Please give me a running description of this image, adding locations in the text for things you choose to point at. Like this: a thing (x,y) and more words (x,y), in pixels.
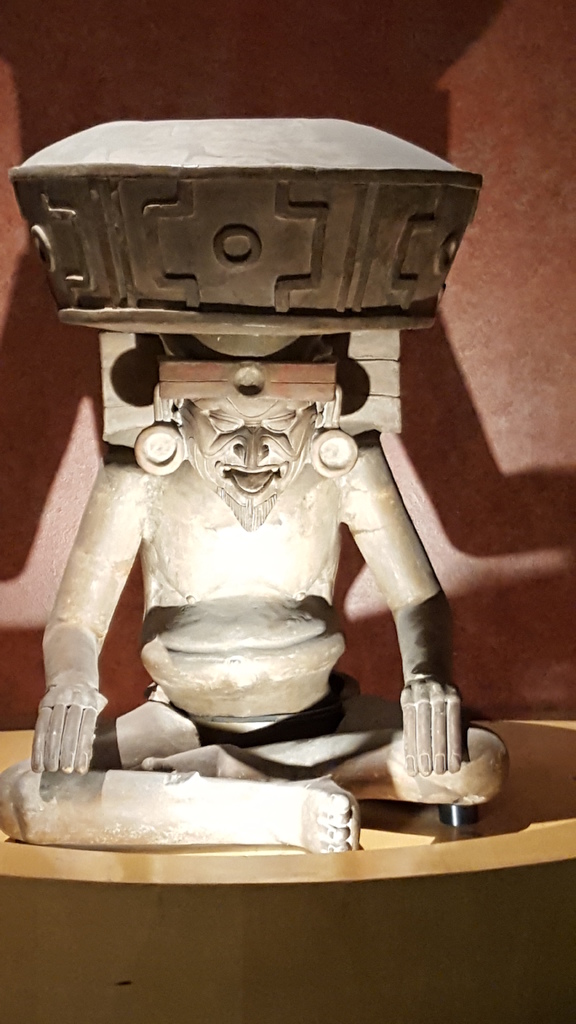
The picture seems to be clicked inside. In the center (229,633) we can see the sculpture (334,680) of a person (241,386) and sculptures (275,732) of some objects (84,163) on the top of the wooden table (502,825). In the background (454,31) we can see the wall (434,11) and a shadow (135,102) of a sculpture (89,173) on the wall (334,48).
